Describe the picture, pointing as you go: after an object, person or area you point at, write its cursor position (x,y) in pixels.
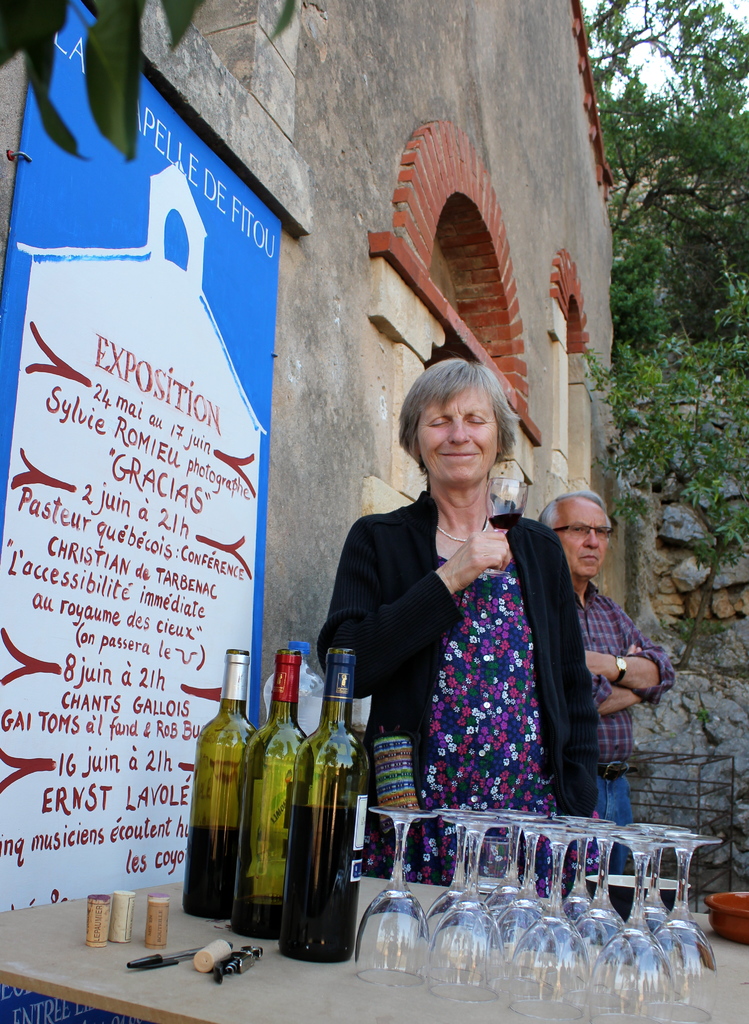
As we can see in the image there is a tree (676,129), banner (139,208), wall (314,264) and two people (491,622) standing over here and there is a table (270,992). On table (228,1011) there are bottles (283,810) and glasses (548,943).
